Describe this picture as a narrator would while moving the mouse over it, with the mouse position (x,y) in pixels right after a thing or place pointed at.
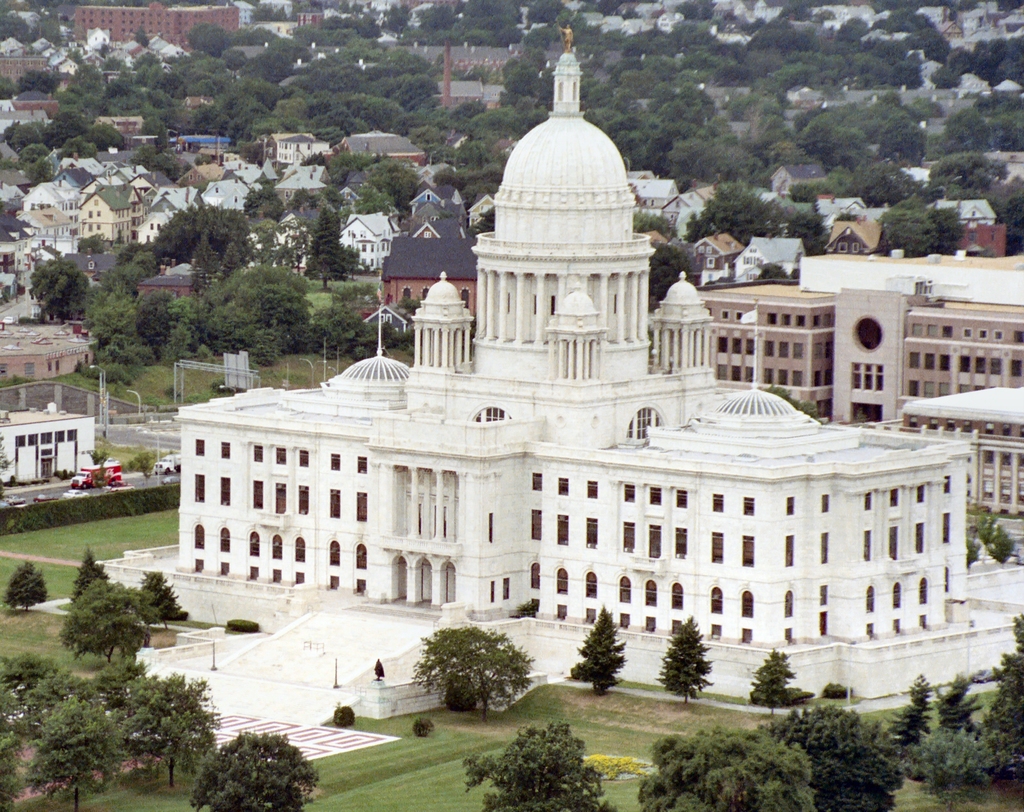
In this image there are vehicles (80,468) on the road (147,443). Left side there are poles (215,367) and street lights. Background (892,400) there are trees (411,307) and buildings (494,334). Bottom of the image (400,737) there are plants (430,722) and trees (503,776) on the grassland (432,773).
